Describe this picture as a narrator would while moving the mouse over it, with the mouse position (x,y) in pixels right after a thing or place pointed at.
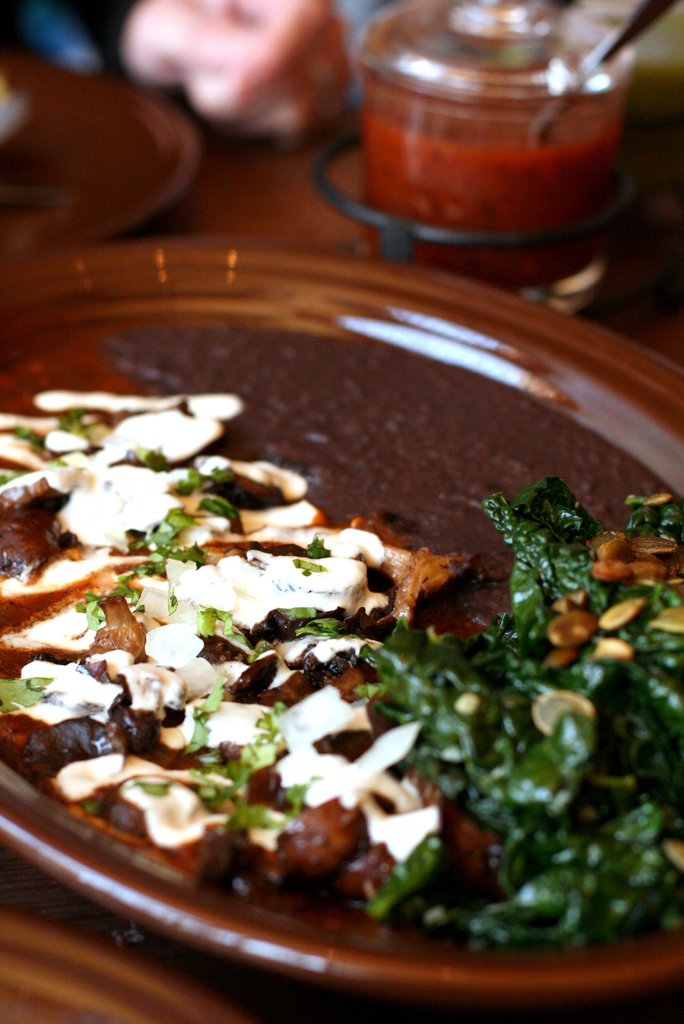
In this image there is a tray (350,714) with food item (289,693). In the back (429,140) there is a container (464,108). Inside that there is some item (372,136). And it is blurry in the background (497,265).
